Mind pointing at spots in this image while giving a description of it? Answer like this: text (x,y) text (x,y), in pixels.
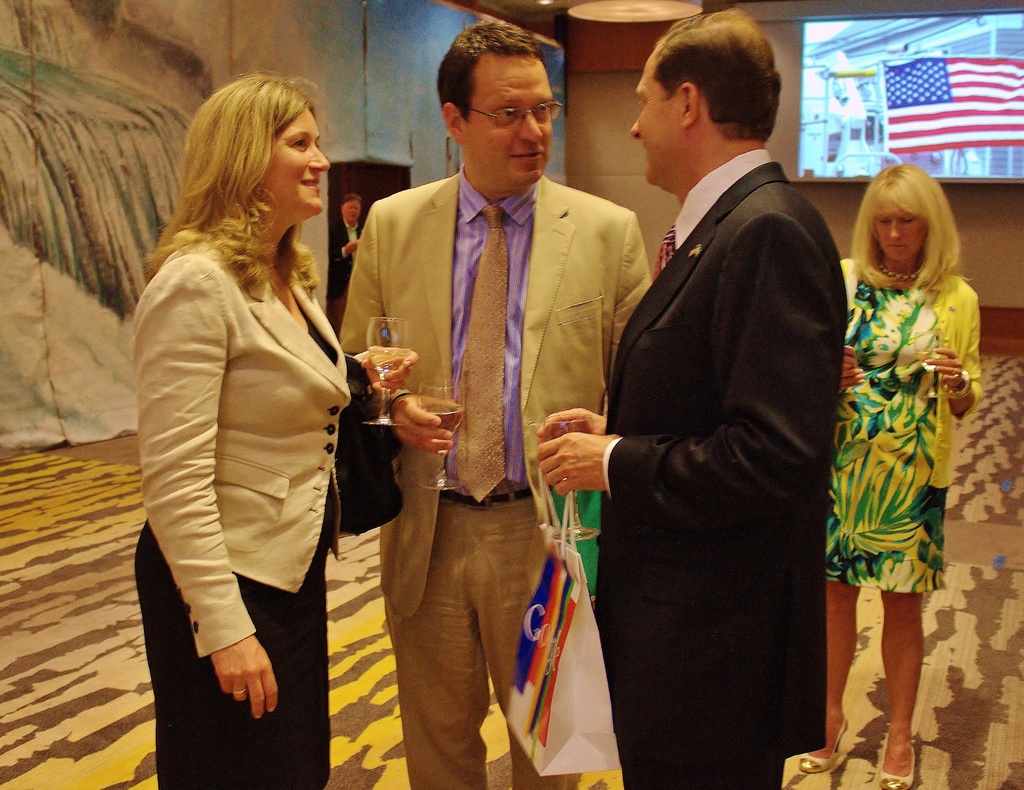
In this picture I can see four persons (916,607) standing and holding wine glasses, there is a screen (809,134), and in the background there is an another person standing and there are some objects (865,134).
